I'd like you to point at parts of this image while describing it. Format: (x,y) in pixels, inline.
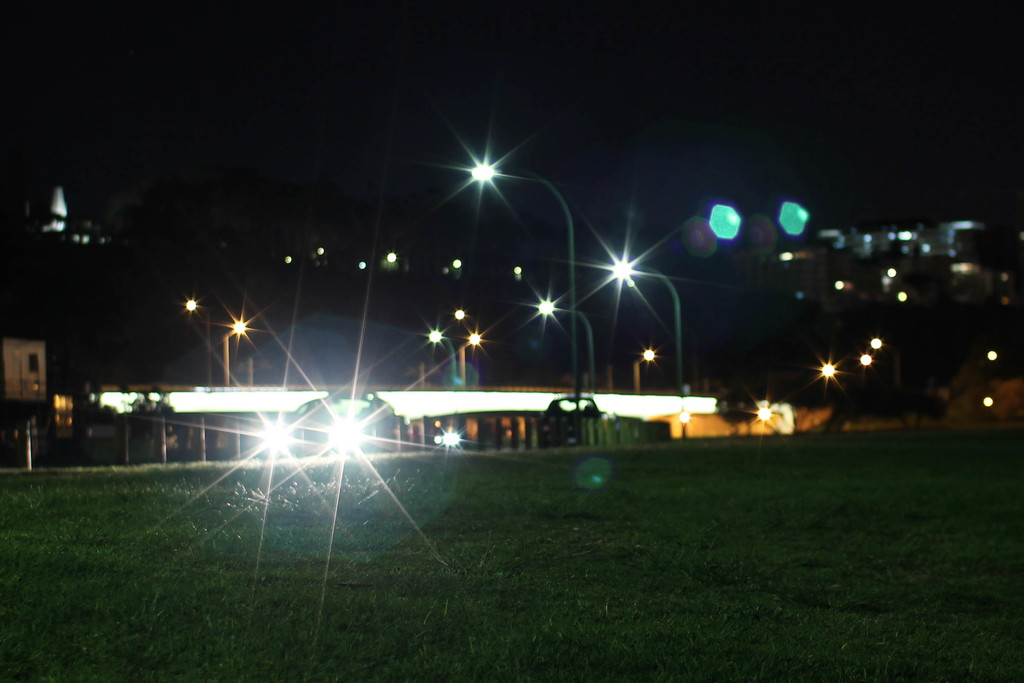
In this image we can see car (334,425), street lights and building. Bottom of the image (501,563) grassy land (433,575) is there.
